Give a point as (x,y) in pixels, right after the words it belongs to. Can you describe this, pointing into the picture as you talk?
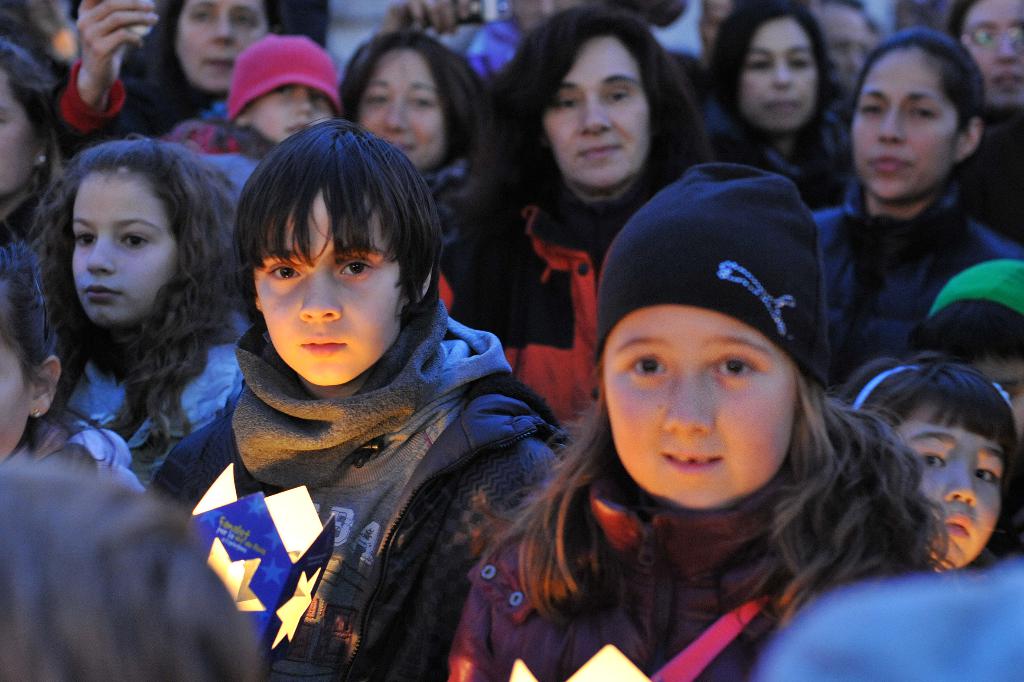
In this image there are group of women (473,196) in the background (582,241). The two children (452,508) in the middle (510,415) are holding the lanterns (297,581) by wearing the scarf (367,433) and a cap (696,211).
